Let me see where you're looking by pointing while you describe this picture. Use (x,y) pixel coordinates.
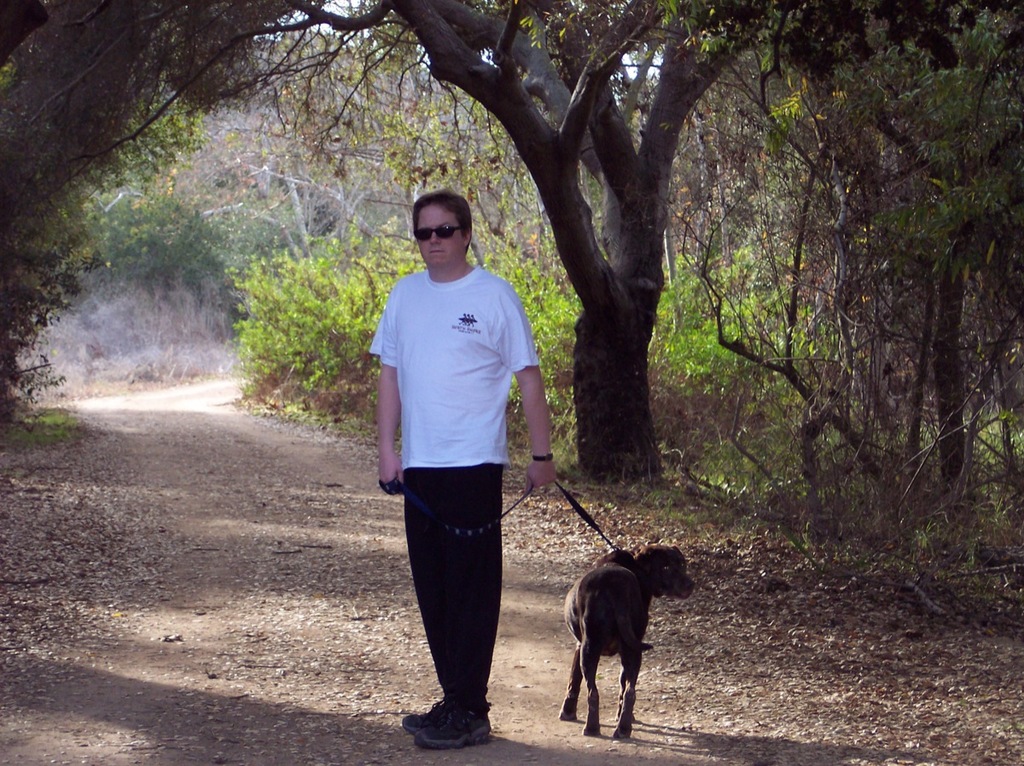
A man (447,391) wearing a white and black dress (461,416) also wearing a goggles (447,234) and watch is holding a dog (598,574) with a belt (579,507). He is standing on a pathway (251,433). On the sides there are trees (600,175).
